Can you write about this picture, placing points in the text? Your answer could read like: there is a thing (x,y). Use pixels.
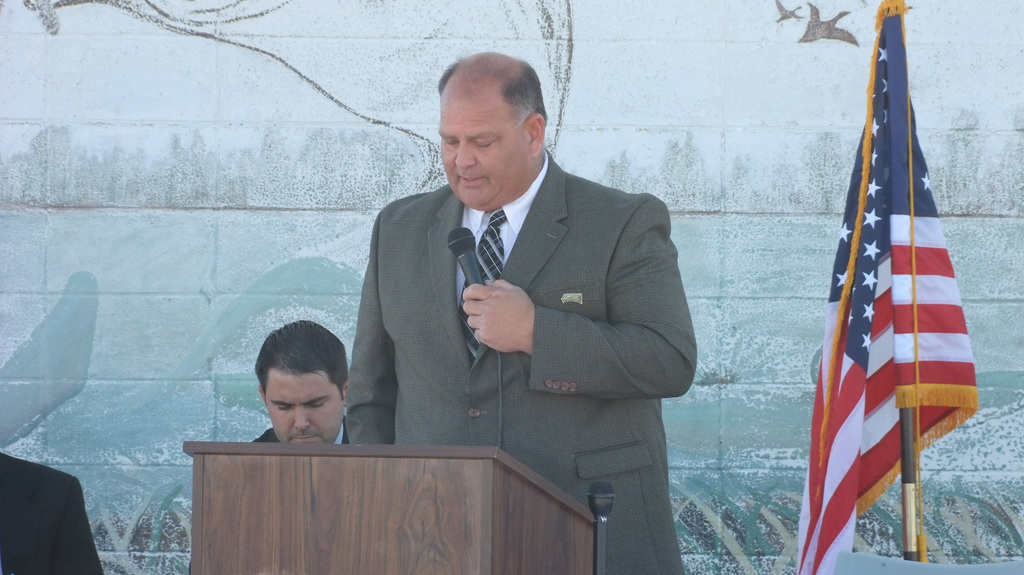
In this image we can see few people (359,382). A person (507,390) standing near the podium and speaking into a mic (470,252). There is a flag (910,382) at the right side of the image (851,368). We can see the painting (628,39) on the wall (734,185).
